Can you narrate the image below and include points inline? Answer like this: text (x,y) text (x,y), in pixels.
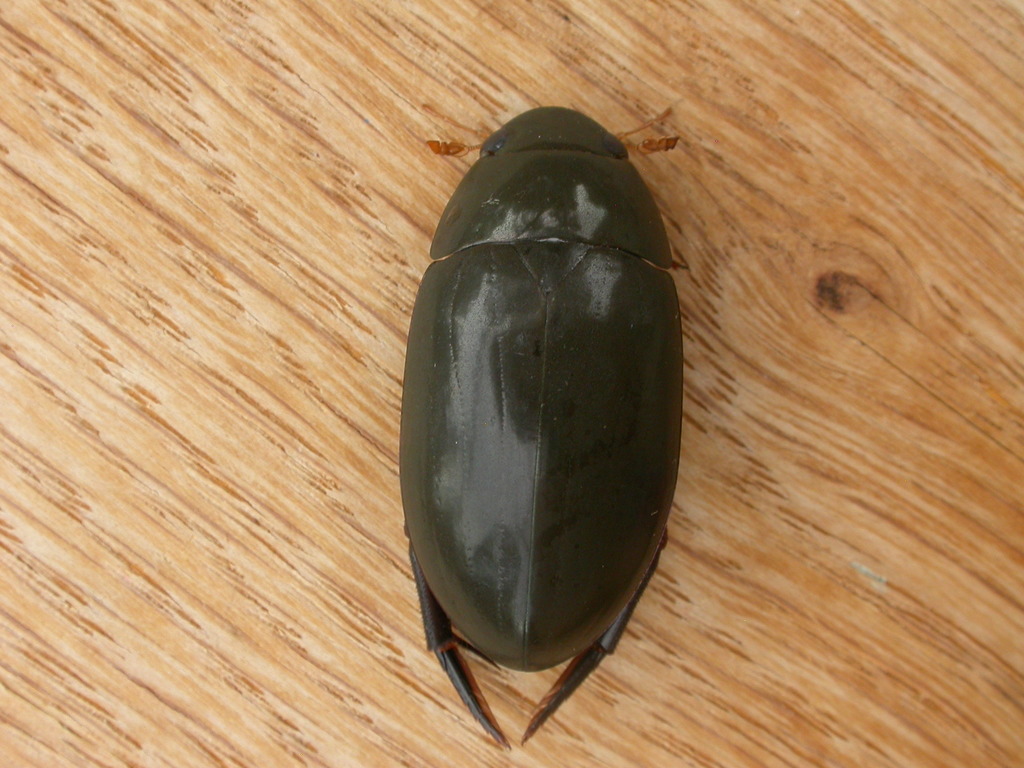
There is a black insect (520,339) on a platform (176,160).
